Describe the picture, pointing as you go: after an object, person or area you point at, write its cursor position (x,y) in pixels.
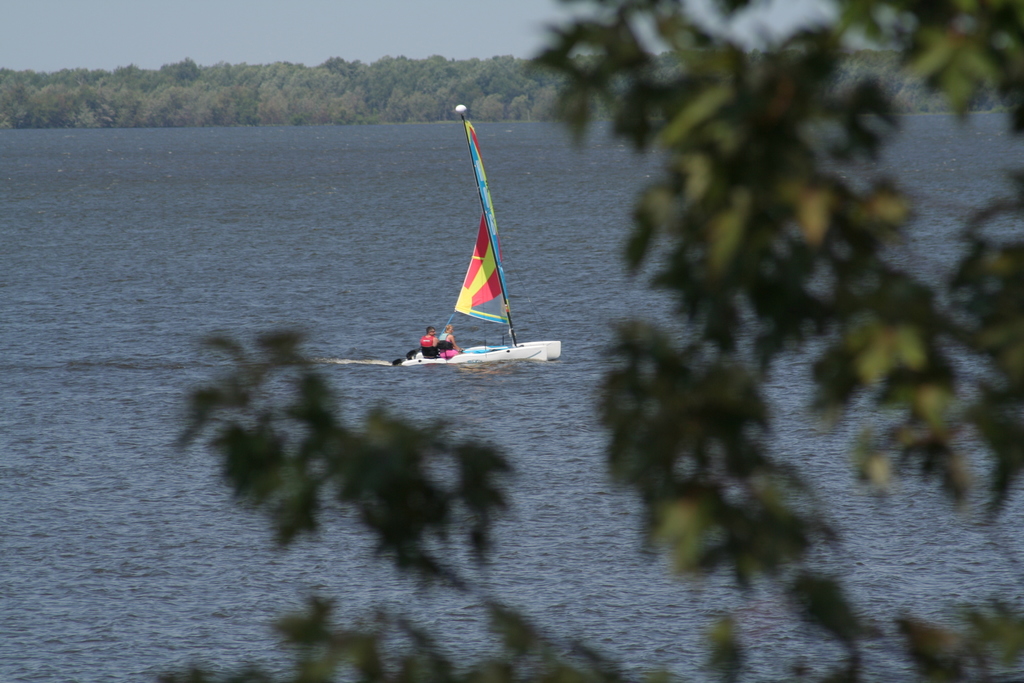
In the picture I can see two persons (438,341) sitting in the sailboat (422,357) which is floating in the water (556,500). This part of the image is blurred, where we can see a tree (817,399). In the background (352,115), I can see few more trees (263,90) and the plain sky (149,62).
